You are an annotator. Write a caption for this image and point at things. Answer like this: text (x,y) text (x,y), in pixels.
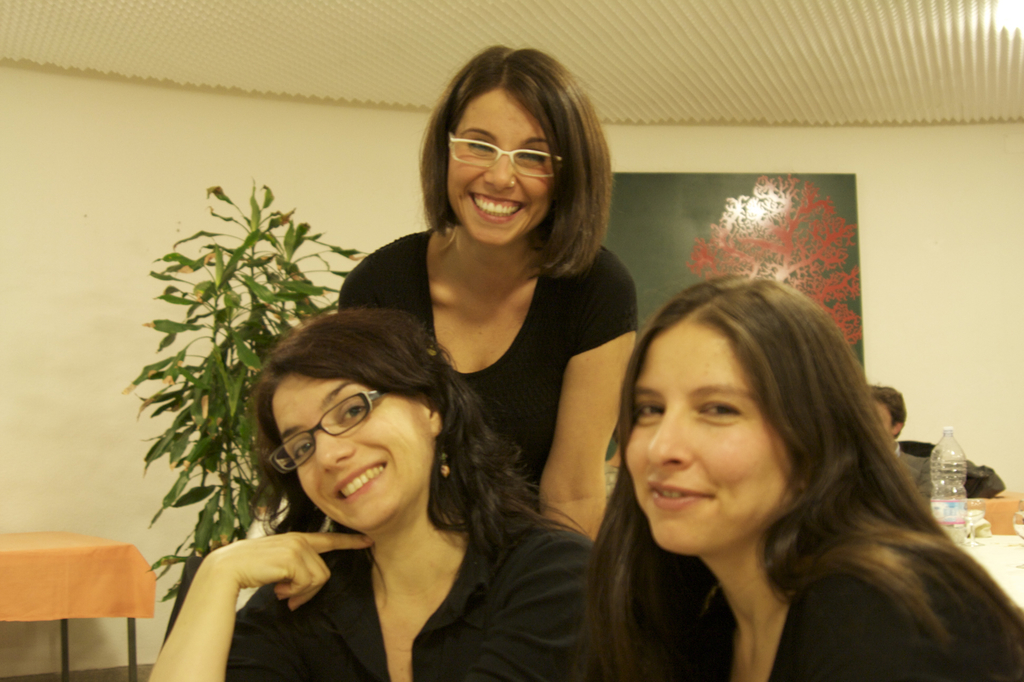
In this image I can see three people (644,392). To the left of these people (434,297) there is a plant (218,354). In the background (821,295) there is a board (839,279) attached to the wall (944,281).
